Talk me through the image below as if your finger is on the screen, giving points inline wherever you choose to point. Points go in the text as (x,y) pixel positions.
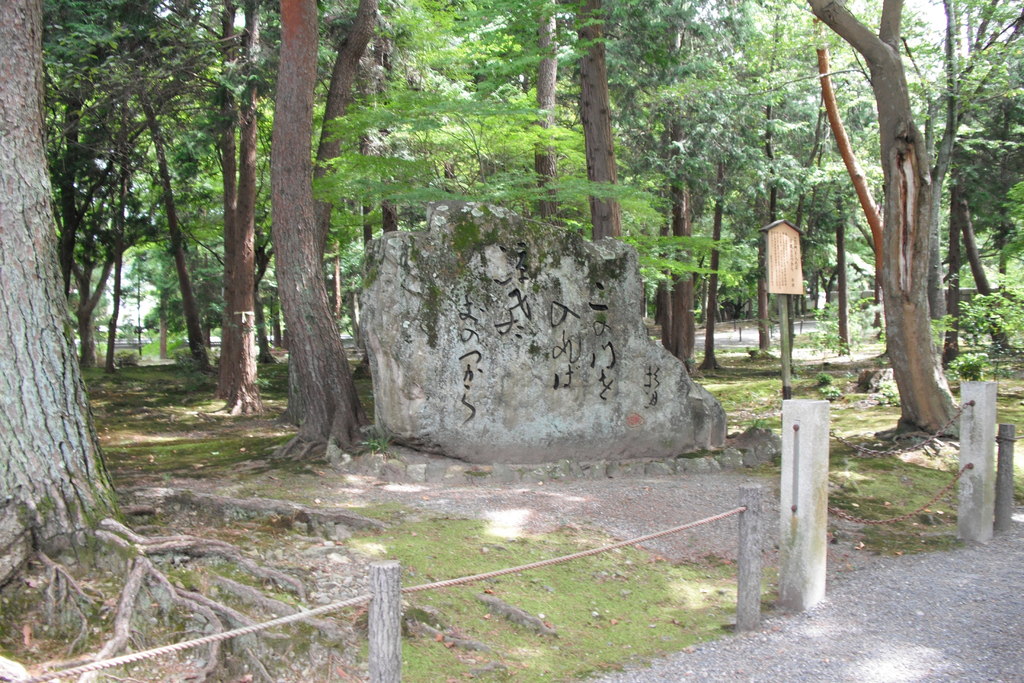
In this picture we can see there are wooden poles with a rope (326,613). Behind the poles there is a rock (440,335) and trees (88,73).
